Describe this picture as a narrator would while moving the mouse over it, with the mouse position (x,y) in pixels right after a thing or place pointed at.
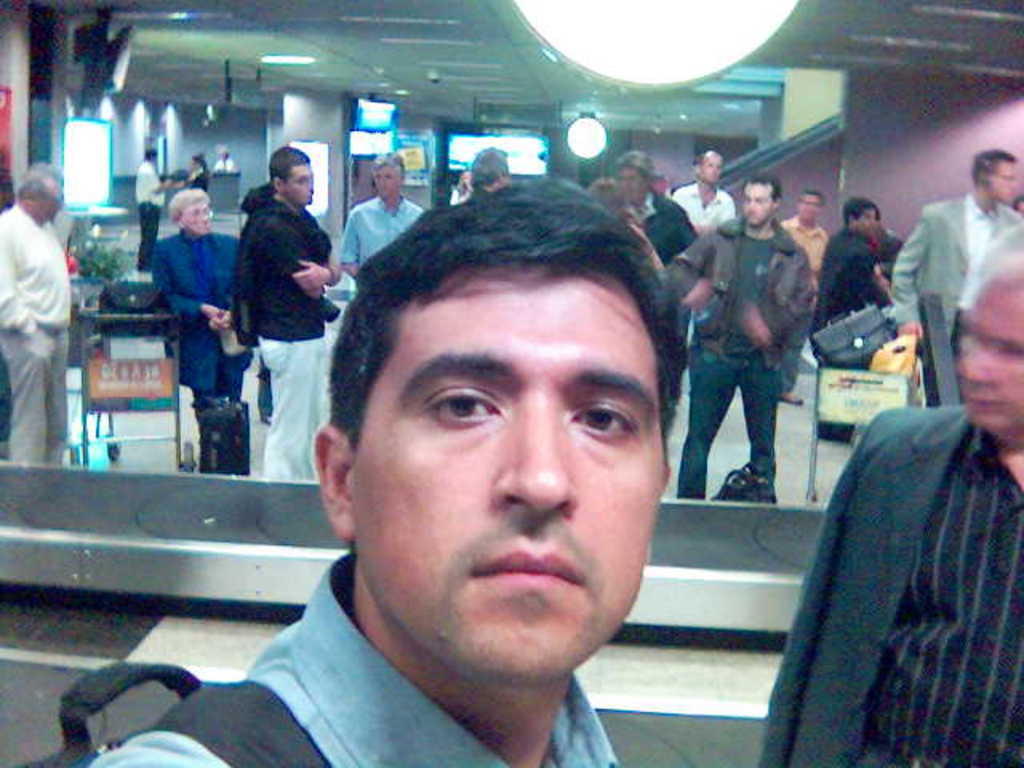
In this image I can see number of people (507,306) are standing. I can see most of them are wearing jackets (169,278) and few of them are carrying bags (197,710). I can also see few more bags (147,283) and here I can see few lights (577,152) on ceiling (592,86). I can also see few screens (378,111) in background (94,180).
